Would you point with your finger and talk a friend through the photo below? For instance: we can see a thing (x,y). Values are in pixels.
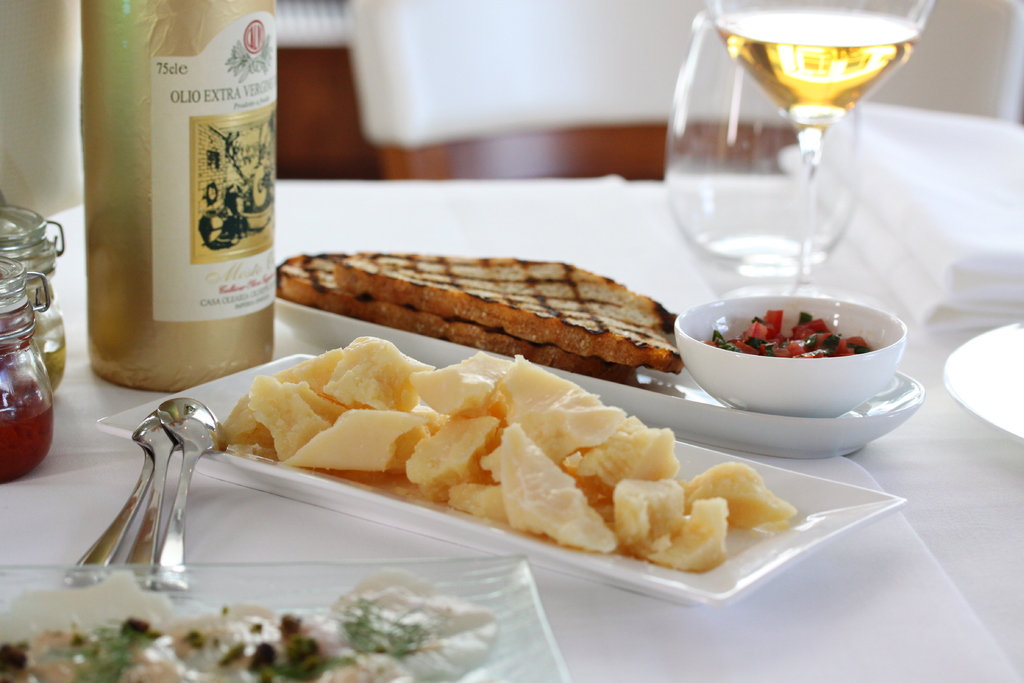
In this image I can see food items (513,518) on white plates (476,532). There are breads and spoons (178,413). There is a bottle (187,223) and glass jars (38,338) on the left (33,316). There are wine glasses (735,147) and white cloth (988,176) at the back (957,197).
